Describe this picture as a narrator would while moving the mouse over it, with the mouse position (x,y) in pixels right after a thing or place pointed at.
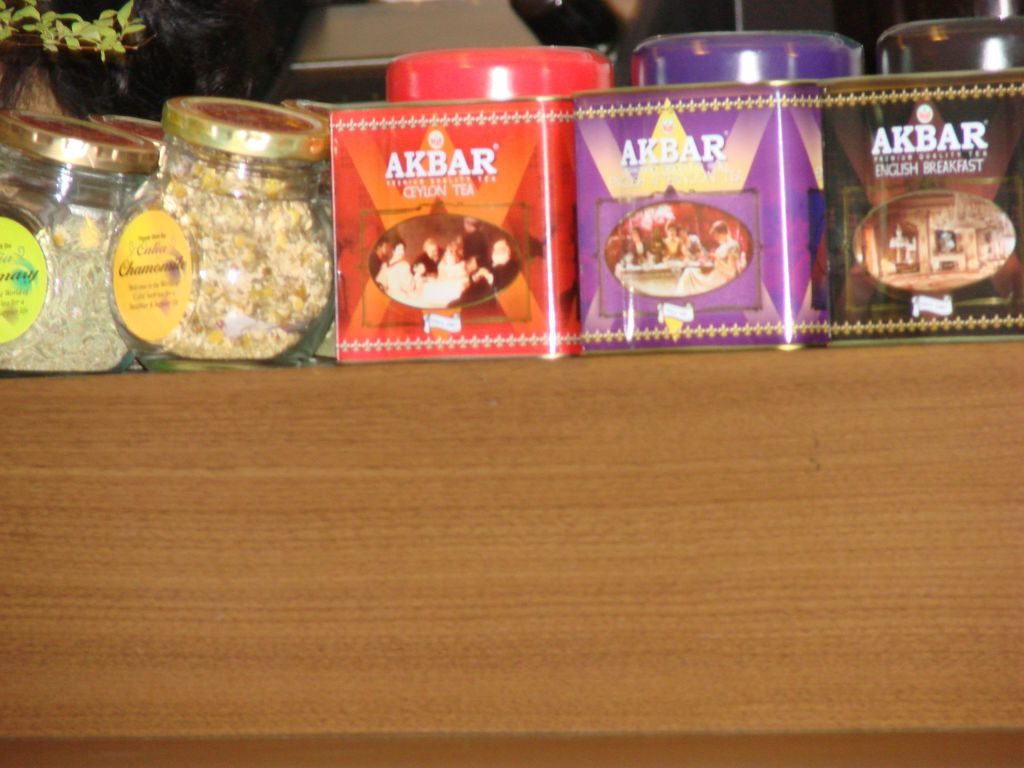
In this image I can see the containers (212,274) and many boxes (626,282) on the brown color surface (423,376). To the left (98,49) I can see the plant (57,41).
